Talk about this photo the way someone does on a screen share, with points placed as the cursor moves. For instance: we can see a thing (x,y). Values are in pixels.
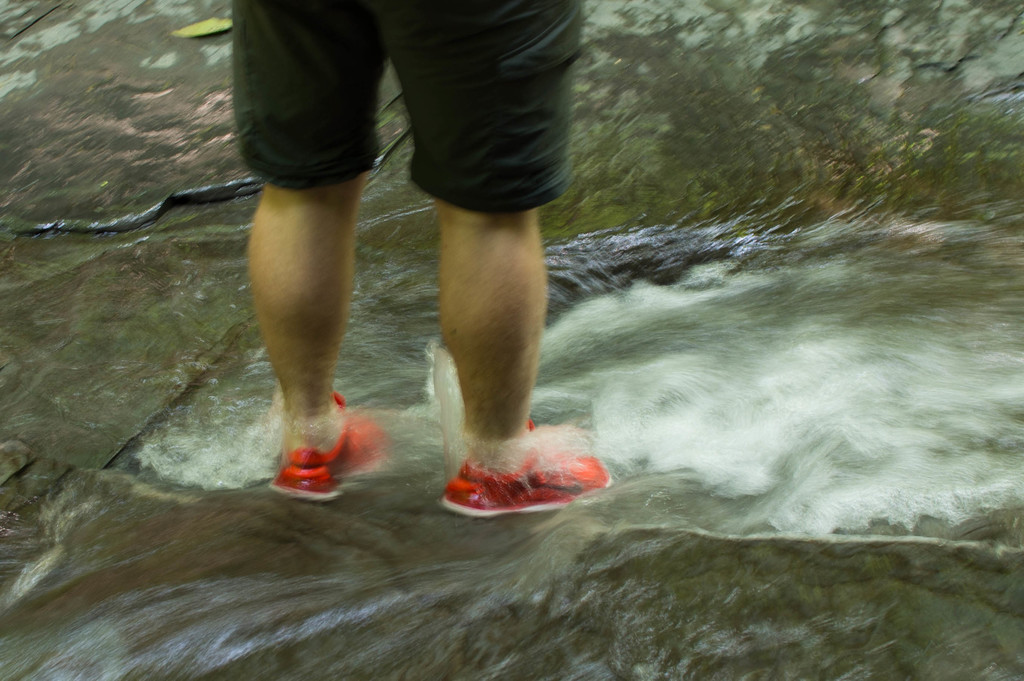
There is water (644,626) flowing on the rock (673,618). There is a person (358,137) standing on the water (369,379) and wearing shoes (472,486).
